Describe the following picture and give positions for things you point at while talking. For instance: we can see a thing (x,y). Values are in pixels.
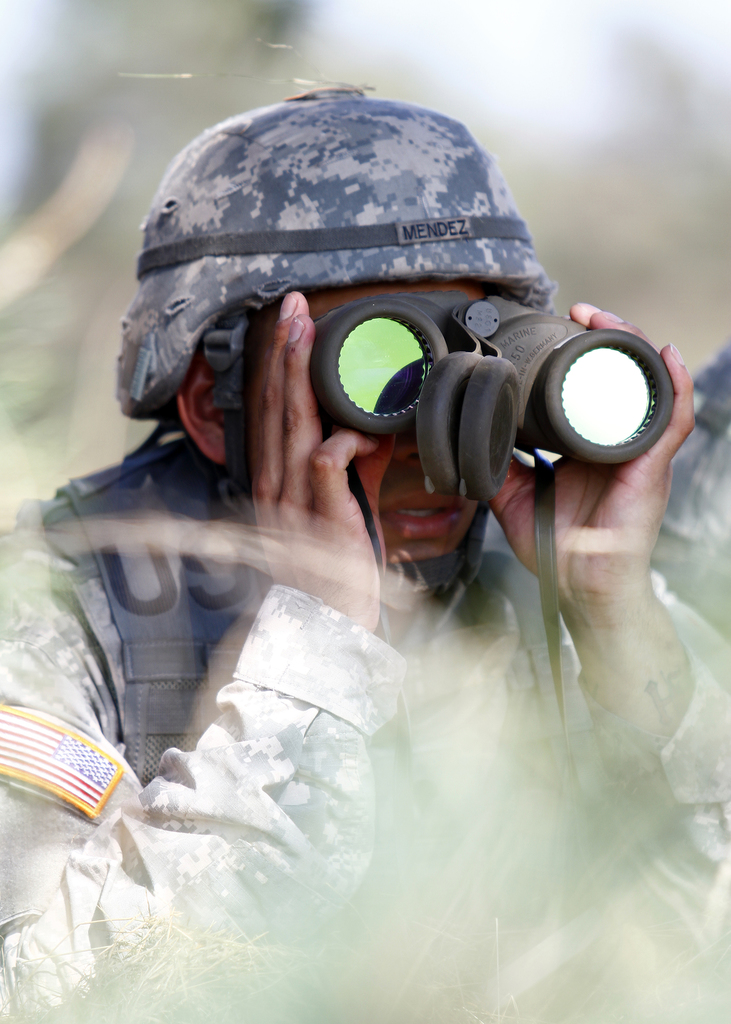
Here I can see a person (220,862) wearing a uniform (169,811), cap (204,275) on the head (254,410) and watching through the binoculars (427,388). The background (611,101) is blurred.
